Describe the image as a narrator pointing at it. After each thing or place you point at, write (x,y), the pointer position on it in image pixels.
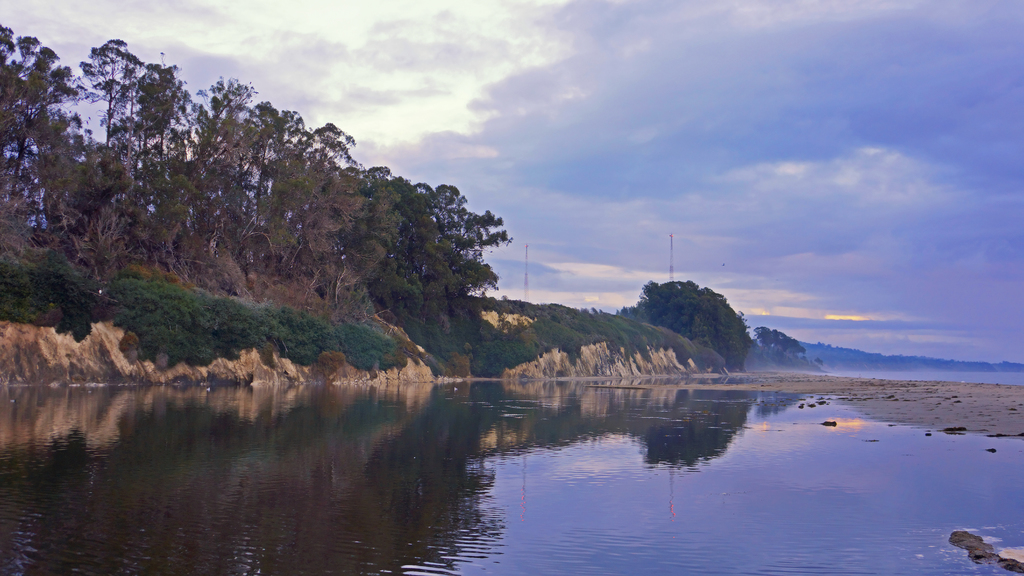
In this picture we can see water (849,479) and trees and in the background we can see sky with clouds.
